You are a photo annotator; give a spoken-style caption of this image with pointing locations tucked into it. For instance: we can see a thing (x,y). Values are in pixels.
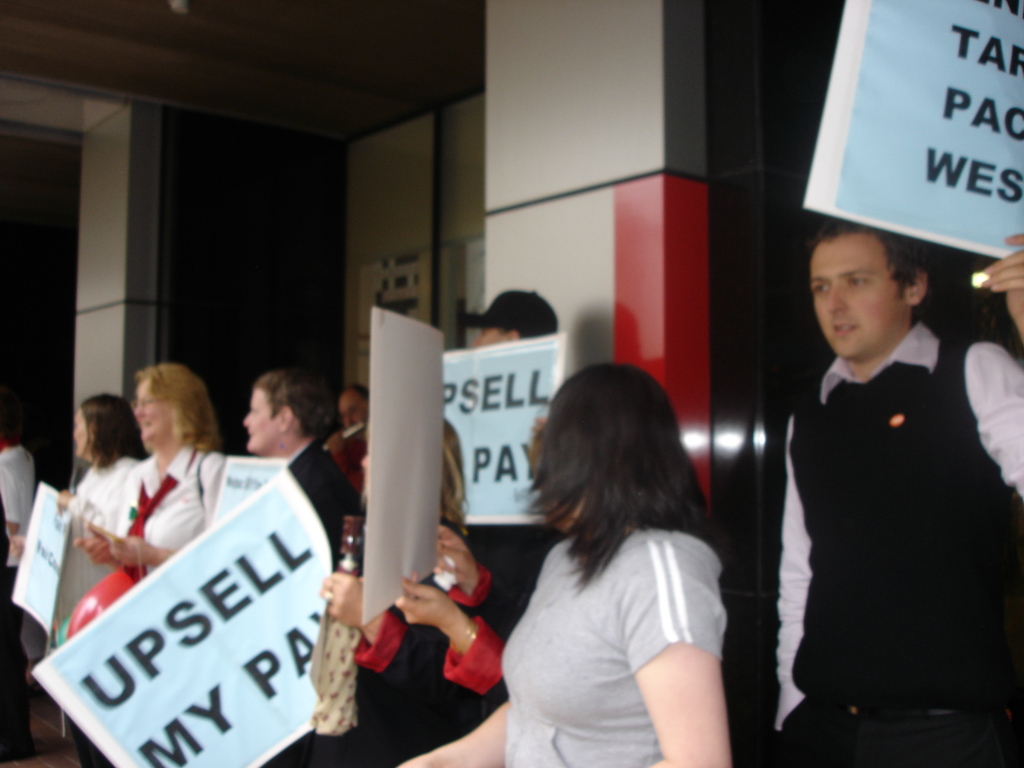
In this picture we can see balloons (118,589), cap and a group of people (103,535) standing and holding posters (901,160) with their hands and in the background (264,120) we can see pillars (562,222), wall (464,189) and it is dark.
